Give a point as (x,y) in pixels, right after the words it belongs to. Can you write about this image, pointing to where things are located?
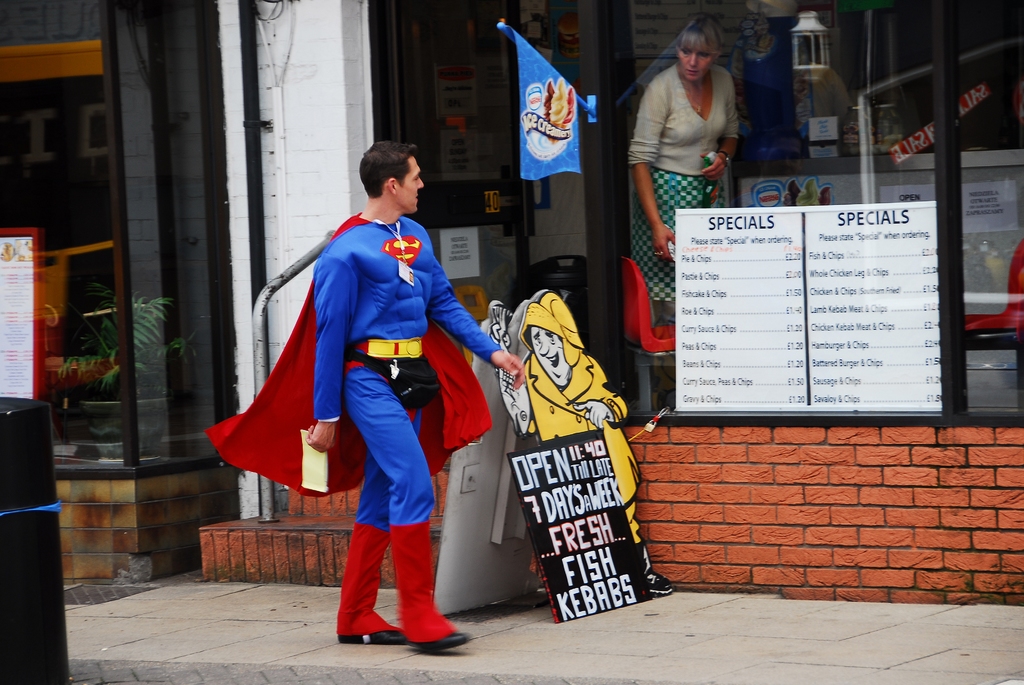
In this image I see man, who is wearing a superman costume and is on the path (967,671). In the background (6,102) I see two shops (45,376), a flag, a woman (660,204) and a menu board (869,245).
